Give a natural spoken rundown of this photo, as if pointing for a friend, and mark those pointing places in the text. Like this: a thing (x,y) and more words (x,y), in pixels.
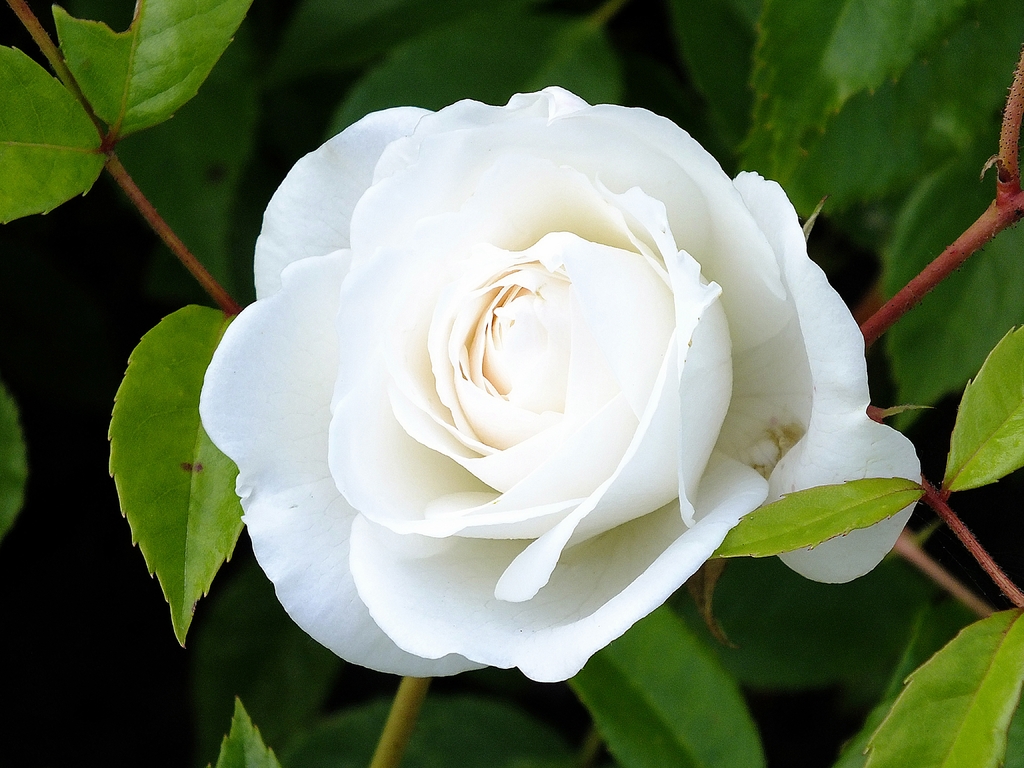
In this picture I can see there is a white rose flower (666,489) and it has many petals (487,601) and is attached to the plant (972,536) and there are leaves (287,644).
